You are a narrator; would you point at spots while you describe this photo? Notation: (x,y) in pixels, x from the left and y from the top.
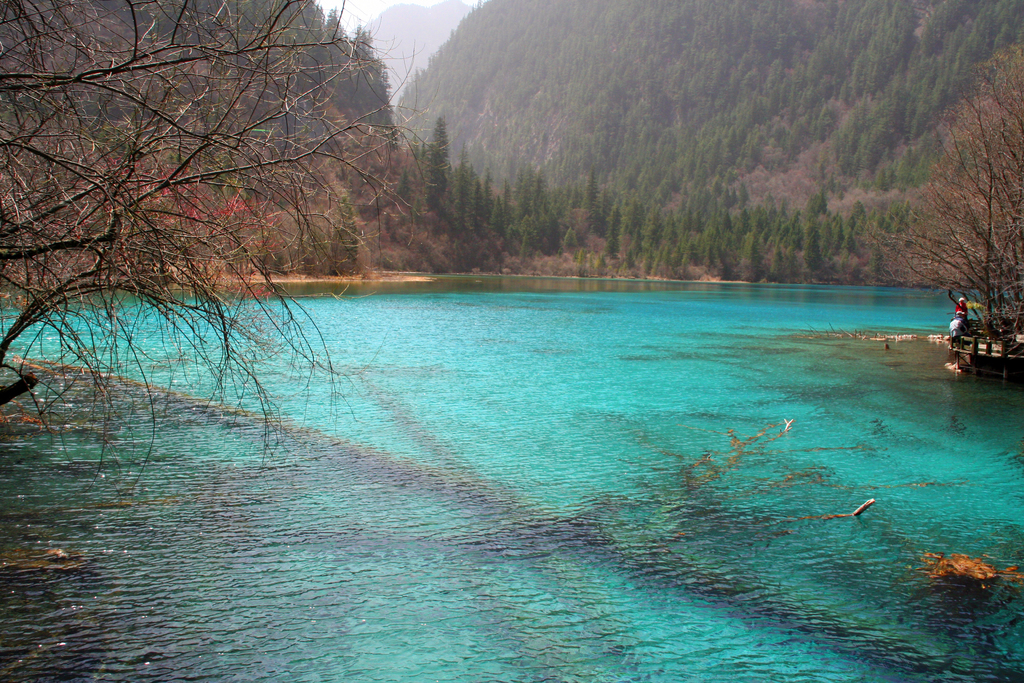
In this picture we can see a beautiful blue river (221,453). On the left side (127,172) there is a dry tree (111,171). In the background (371,65) there many trees (593,130) on the hill area (524,166). On the right side (1008,345) there is a wooden bridge (988,341) and two person (959,319) are standing on it.
